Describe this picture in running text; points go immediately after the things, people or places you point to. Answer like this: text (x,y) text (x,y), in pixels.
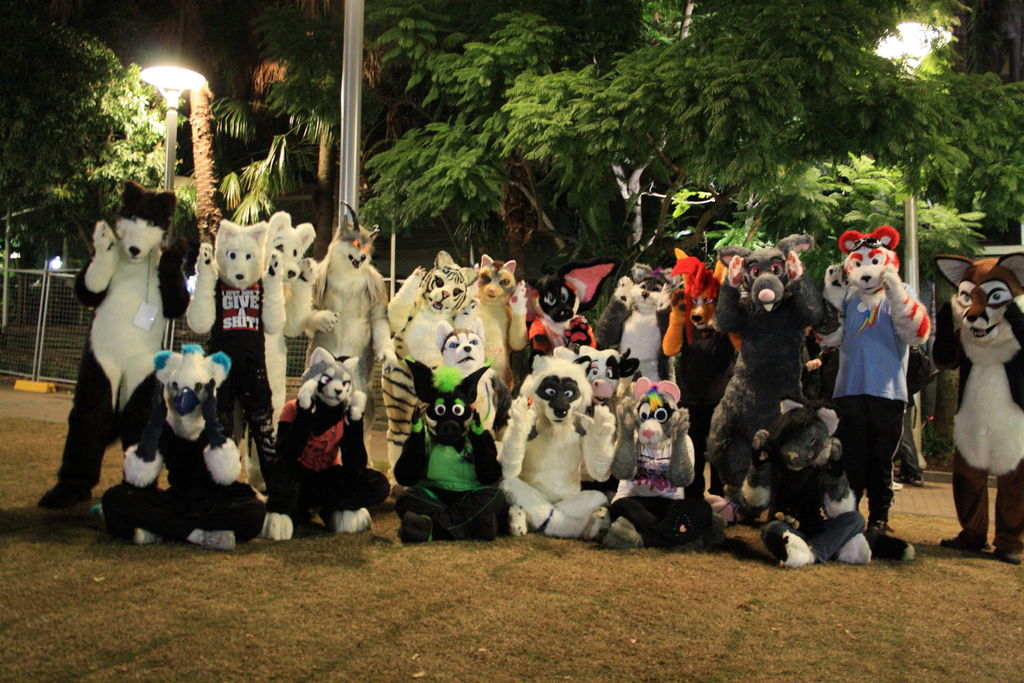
In this picture we can see a group of people (980,386) wore costumes (309,283) where some are standing and some are sitting on the ground (146,621) and in the background (209,179) we can see poles (171,124), lights (158,81), trees (781,171), fence (78,322).
